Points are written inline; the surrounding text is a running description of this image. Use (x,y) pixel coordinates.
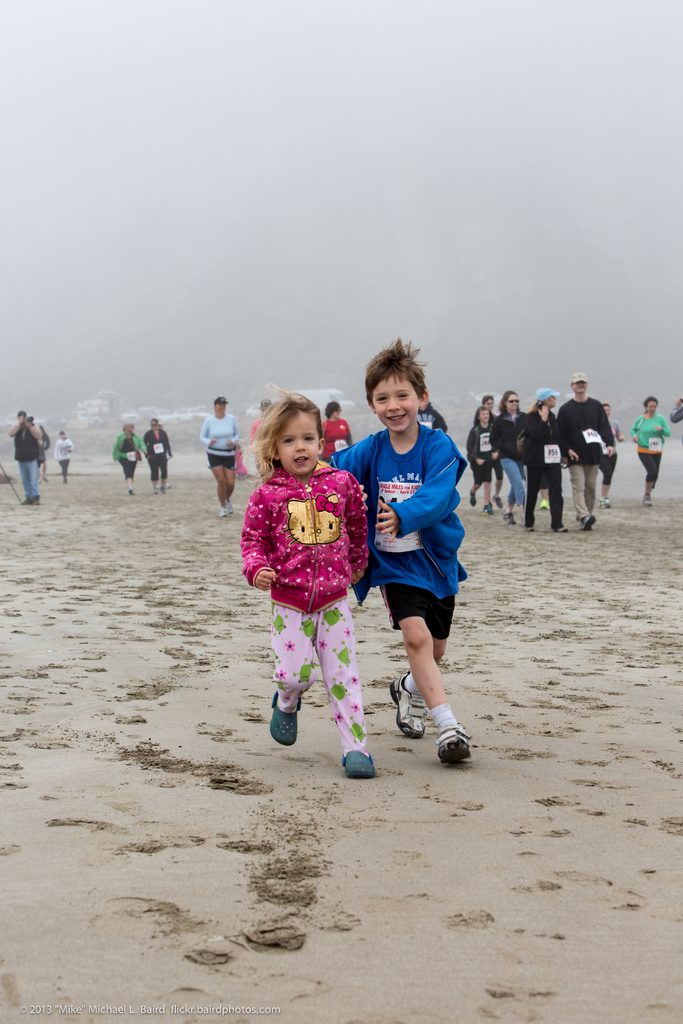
In this picture we can see a boy (405,473) and a girl (340,646) running on the sand (254,677). There is some text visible in the bottom left (26,1004). We can see a few people (492,396) walking at the back (326,456). A person (26,489) is holding a camera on the left side of the image (22,477). It looks like a few objects (78,416) are visible in the background (209,414).
